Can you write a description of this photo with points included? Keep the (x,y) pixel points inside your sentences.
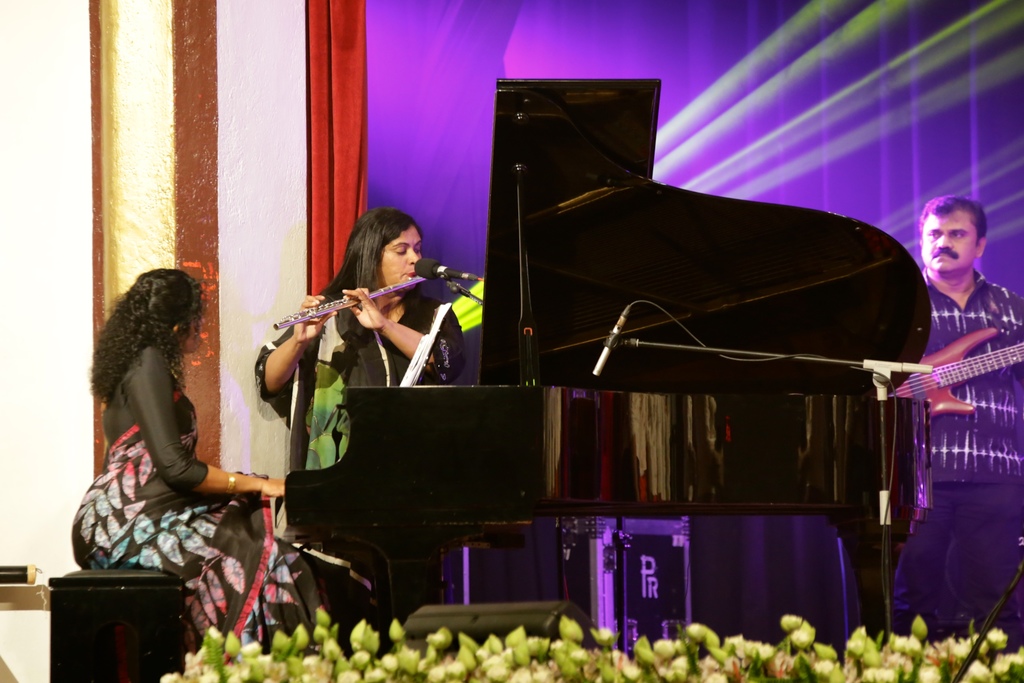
There are three people (155,440) playing musical instruments (688,354) on a stage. Of them, a woman (216,476) is playing piano (562,431) and other is playing flute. A man (975,476) is playing guitar (958,382).
